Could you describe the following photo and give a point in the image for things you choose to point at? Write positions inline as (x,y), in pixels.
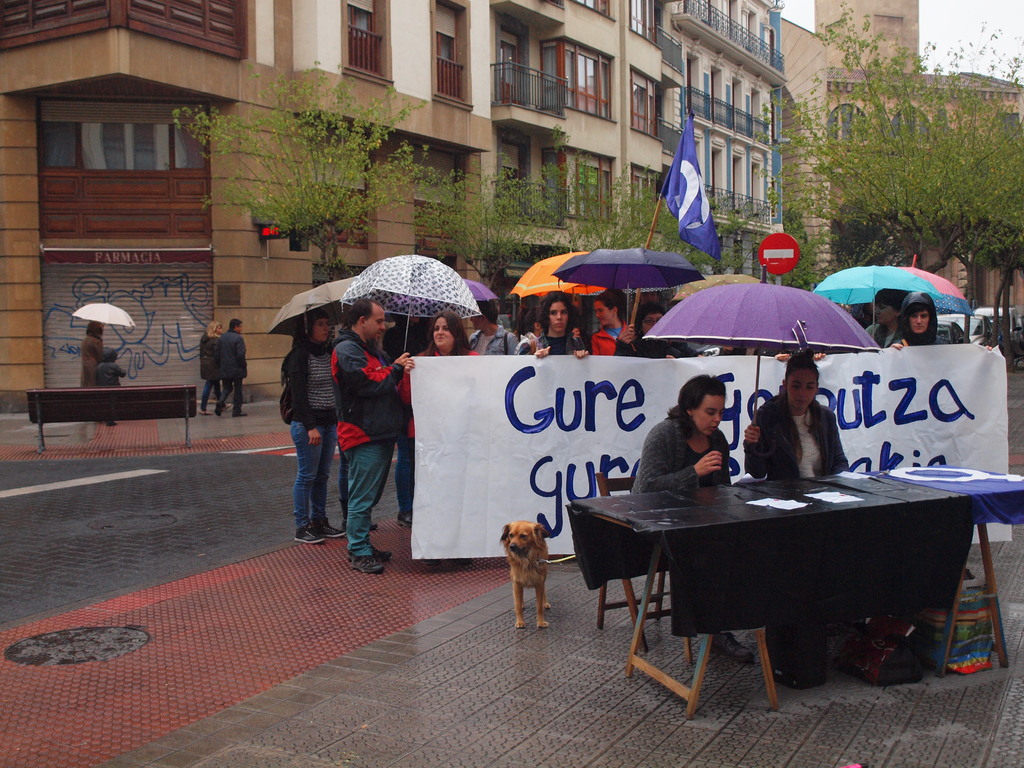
In this image I can see a group of people (400,464) who are standing on the road (243,468) holding an umbrella (547,283). I can also seen there is a few trees (521,184) and a building (98,143) and a dog (531,564).
